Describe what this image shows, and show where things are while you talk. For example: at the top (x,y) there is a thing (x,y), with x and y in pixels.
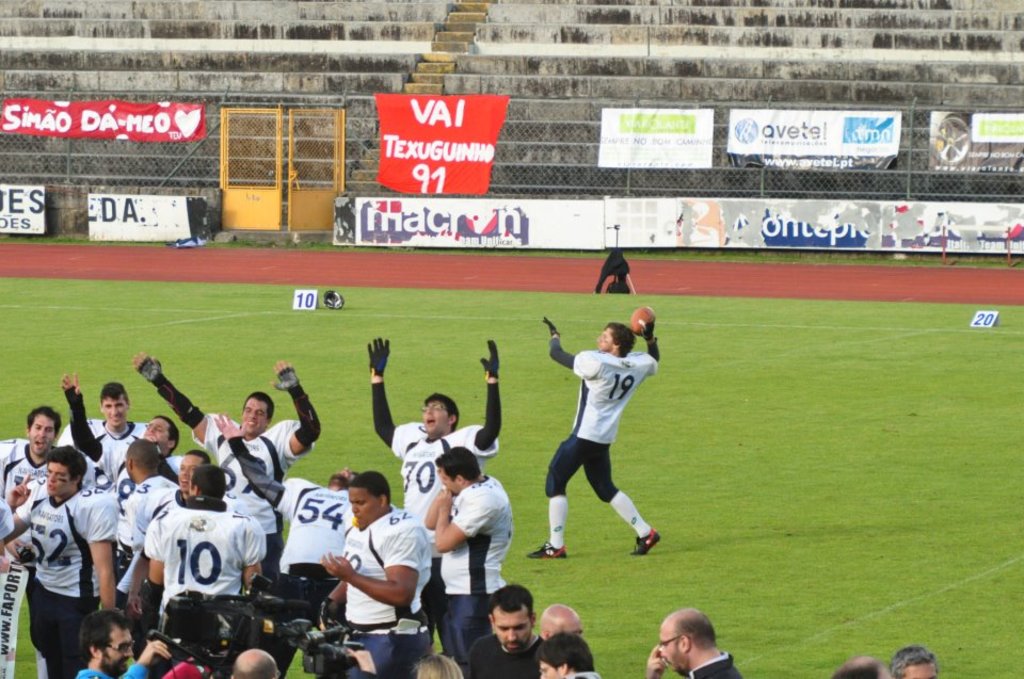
In this image I can see few persons (377,474) wearing white and black jersey (327,509) are standing on the ground (621,302) and I can see few other persons (729,658) standing. I can see a person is holding a camera (265,605) and in the background (654,323) I can see a person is holding a ball (642,319), the fencing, few banners (573,228) to the fencing (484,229) which are red and white in color, the yellow colored gate (299,170) and few stairs (717,47).
